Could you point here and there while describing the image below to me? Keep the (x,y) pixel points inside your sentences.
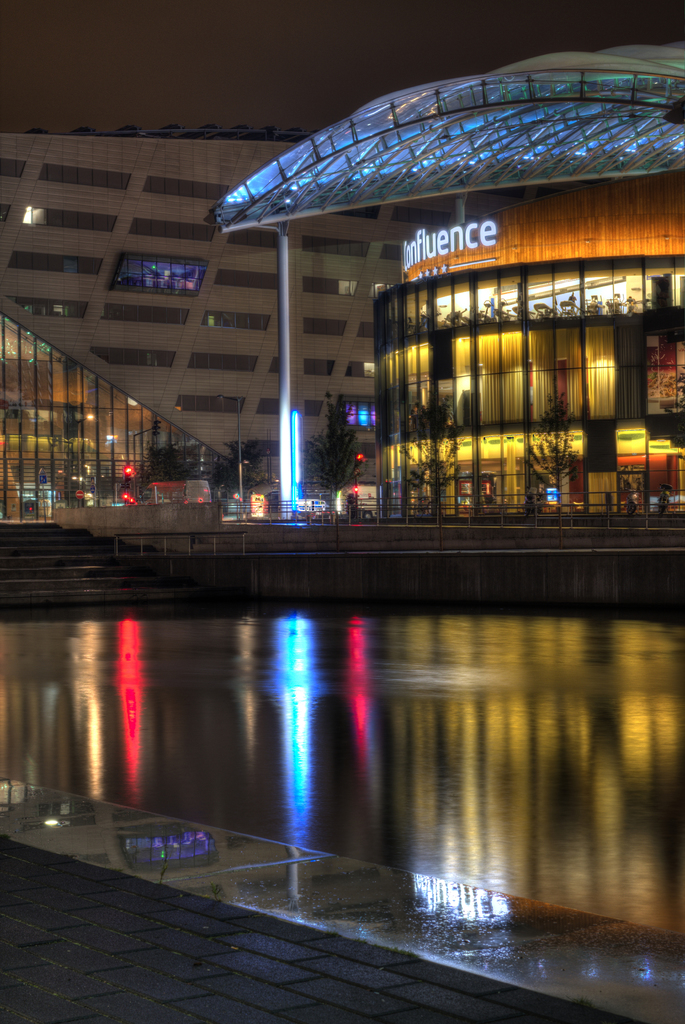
In this picture there are buildings (419,200), trees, poles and lights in the background area of the image (326,402), there are stairs (153,593) in the center of the image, it seems to be the picture is captured during night time.
